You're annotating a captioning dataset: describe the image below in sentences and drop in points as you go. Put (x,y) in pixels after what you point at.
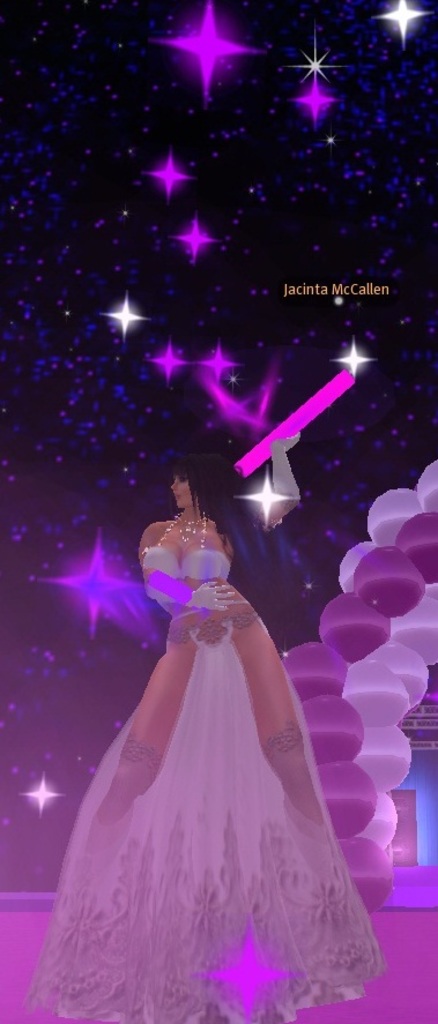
This is a edited image. In this image woman (233,736) is standing on the floor (385,992). At the back side (344,711) there are balloons (378,647) and at the top (197,315) there are stars (192,163) in the sky (252,319).
